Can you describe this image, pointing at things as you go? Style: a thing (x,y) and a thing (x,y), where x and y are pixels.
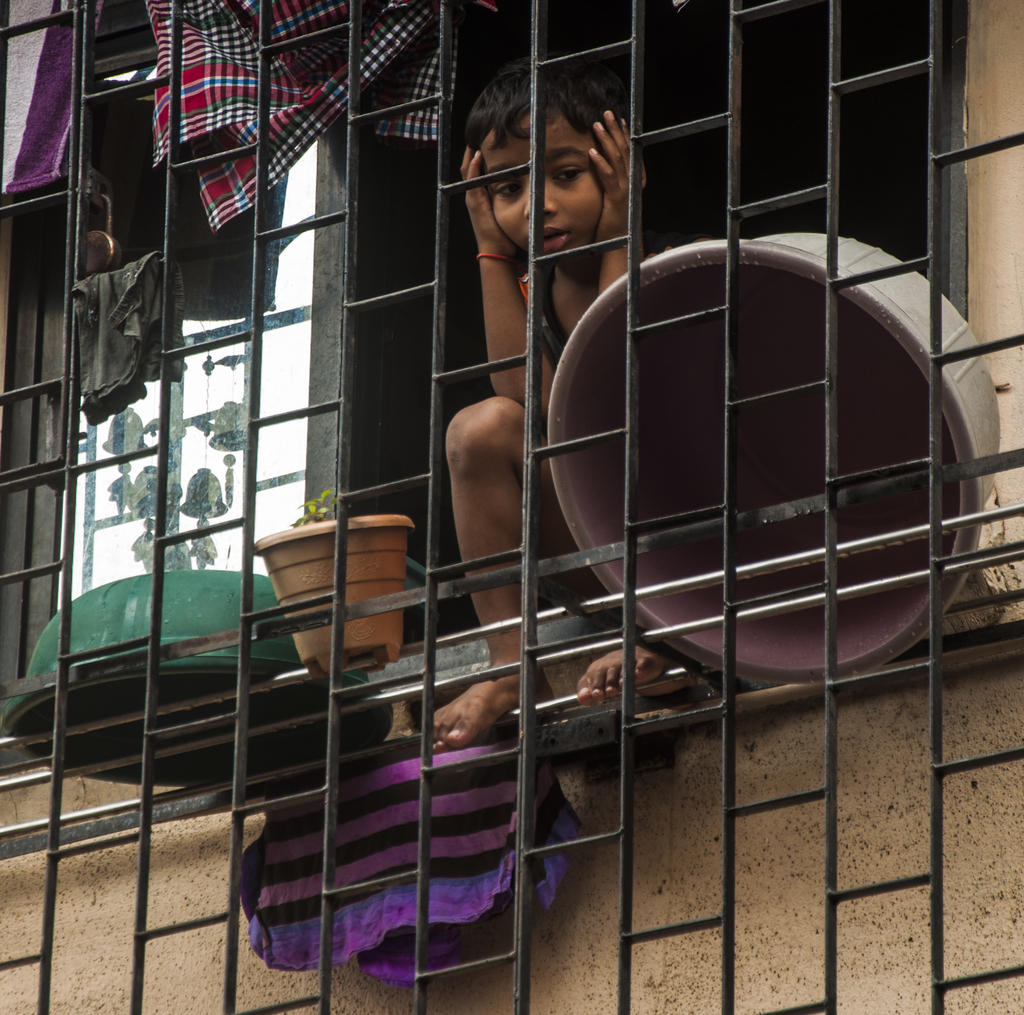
In this image we can see the grille (530,410) and behind the grille (534,67) we can see a boy (497,397), flower pot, clothes (161,263), window (27,238) and also the wall (980,56). We can also see some other objects (796,467).
